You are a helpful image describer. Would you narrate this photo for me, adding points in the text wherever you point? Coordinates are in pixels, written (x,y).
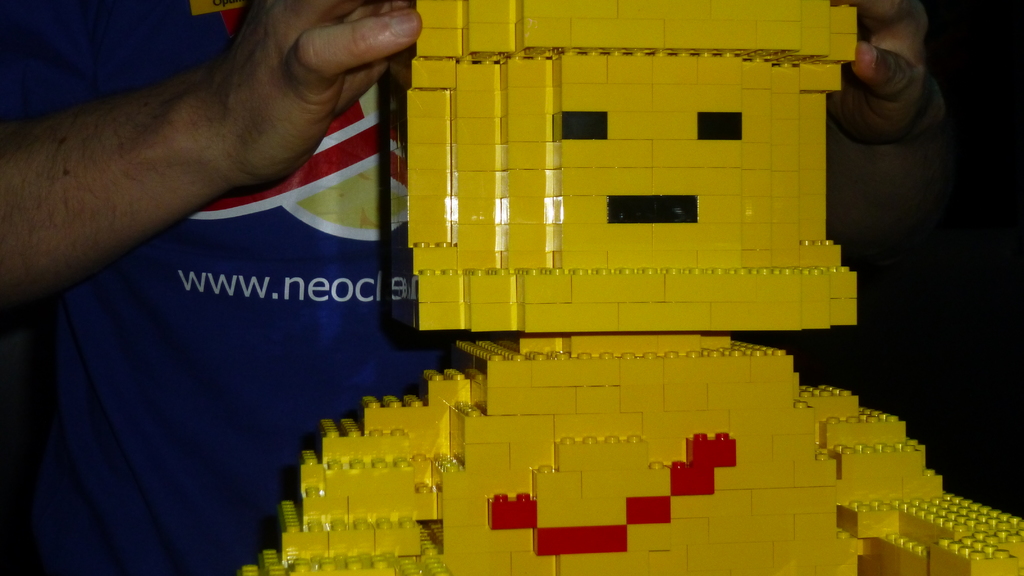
In this image I can see yellow color bricks (652,238) and a person (309,228) holding that bricks (446,44) and in the background (97,436) I can see blue color clothes (193,291).
